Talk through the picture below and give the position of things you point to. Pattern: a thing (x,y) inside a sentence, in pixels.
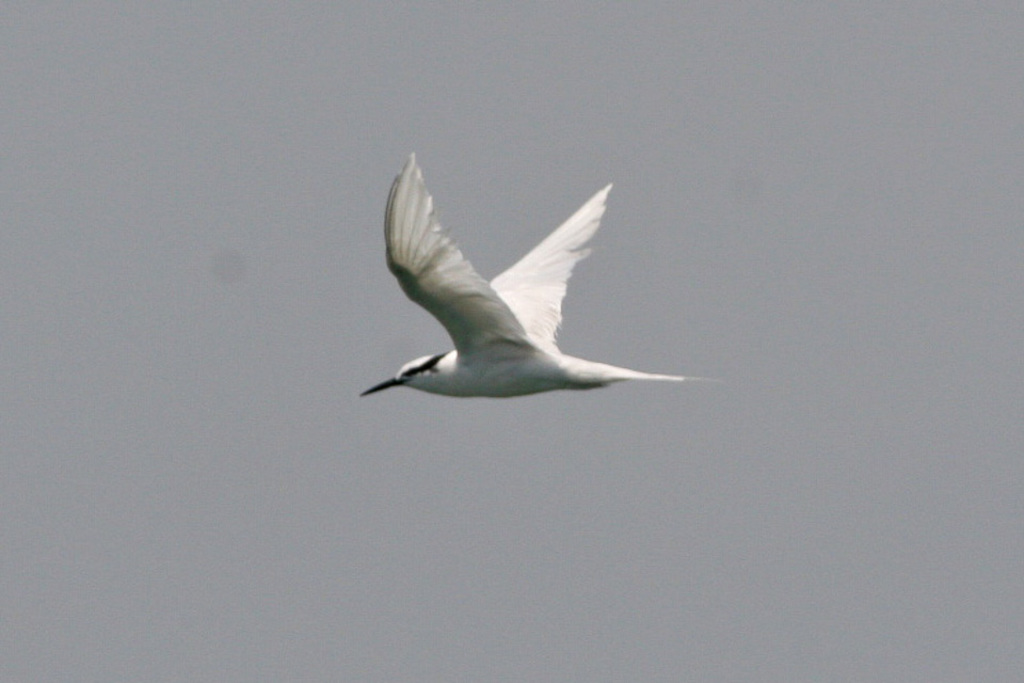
In the center of the image (551,339) we can see a bird (486,303) flying in the sky (342,342).
